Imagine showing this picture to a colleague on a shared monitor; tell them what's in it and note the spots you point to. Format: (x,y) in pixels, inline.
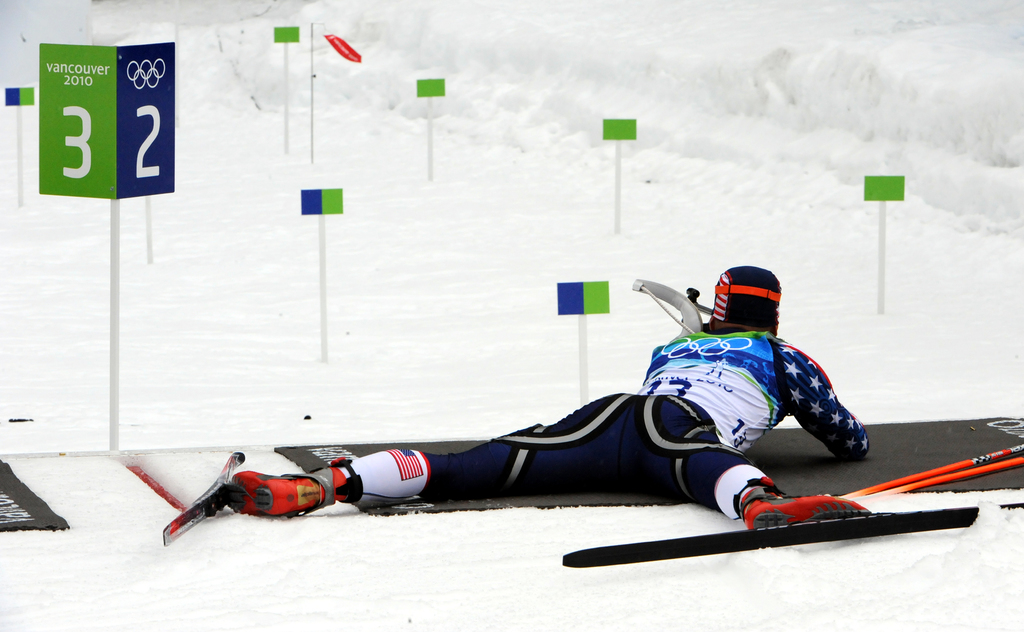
In this image we can see a person (713,415) lying on the black color mat (941,438) wearing skis (216,507), we can see snow (527,223), few poles (429,152) with boards (155,144) and some text (155,144) is written on the board (141,77) and there is a flag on the snow (304,64).
